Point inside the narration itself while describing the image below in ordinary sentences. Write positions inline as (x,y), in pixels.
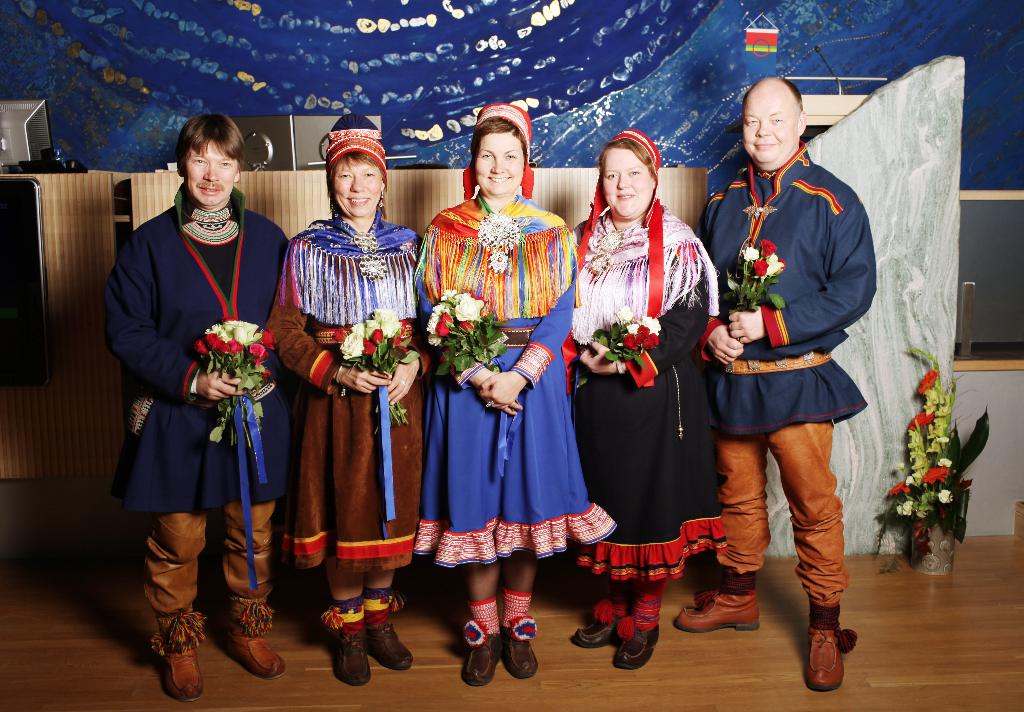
In this picture we can see five people (401,442) smiling, holding flower bouquets (751,252) with their hands (751,325), standing on the floor (779,663) and at the back of them we can see a mic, flower bouquet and some objects (270,152).
